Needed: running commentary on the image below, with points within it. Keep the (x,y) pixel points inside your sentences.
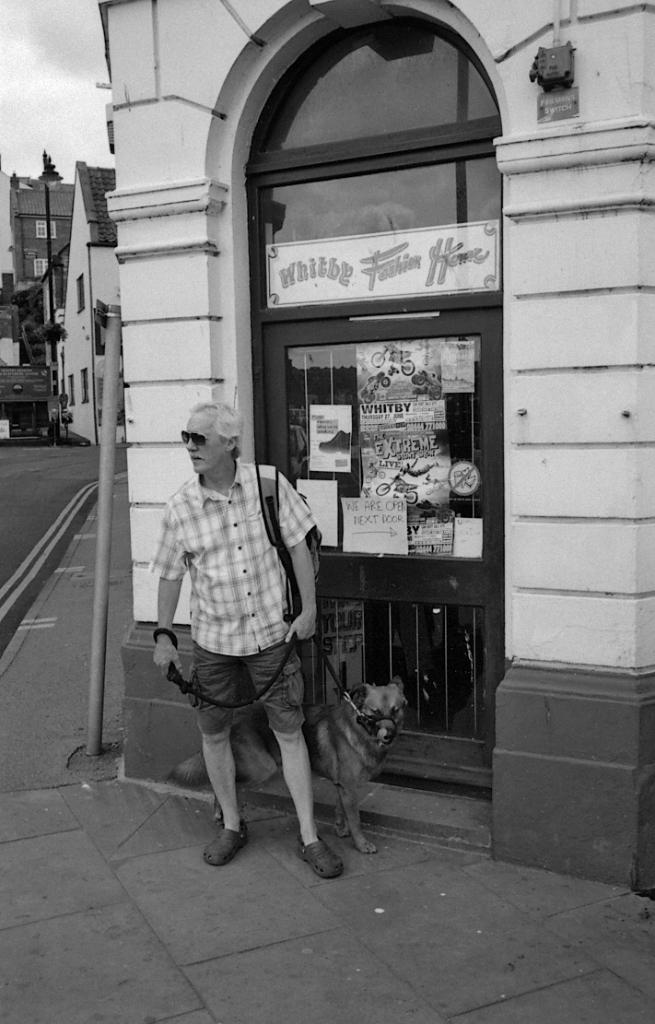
A person (257,687) is holding belt (205,698) tied to a dog (354,733). Behind him there is a building (567,240) and posters (400,383) on a door (400,362). On the left (82,336) there are buildings (71,367) and trees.
